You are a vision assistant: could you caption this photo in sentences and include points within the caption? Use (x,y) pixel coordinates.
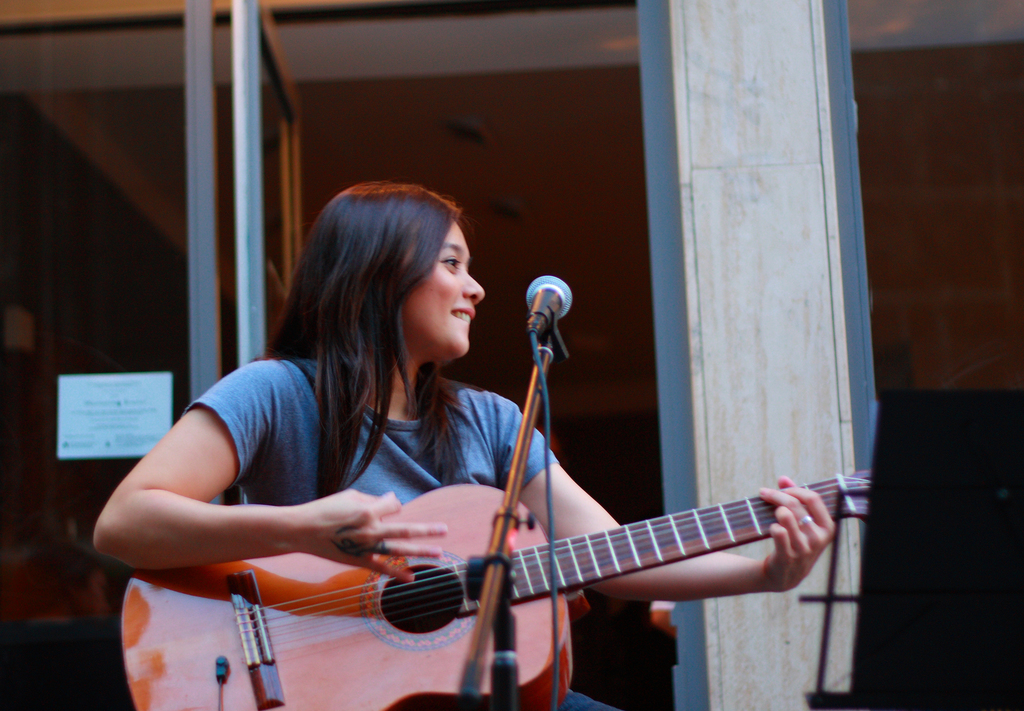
In this picture we can see a woman (366,436) who is playing guitar (327,660). she is smiling. This is mike (538,295) and there is a screen (62,404).
